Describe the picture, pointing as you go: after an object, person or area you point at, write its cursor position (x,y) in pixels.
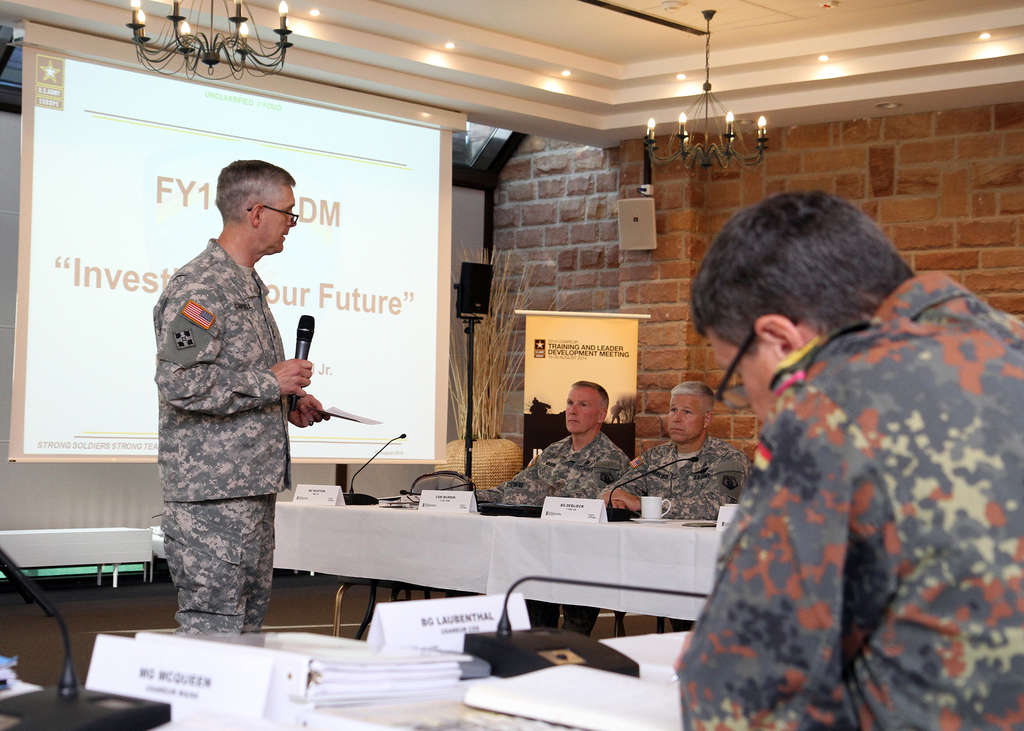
This picture describes about group of people (742,592), few are seated on the chairs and a man (291,373) is standing, and he is holding a paper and a microphone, in front of them we can see few cups (650,502), microphones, name boards (453,496) and other things (654,639) on the tables (636,569), in the background (627,325) we can see a hoarding (586,353), speakers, lights (240,4) and a projector screen (394,250).
